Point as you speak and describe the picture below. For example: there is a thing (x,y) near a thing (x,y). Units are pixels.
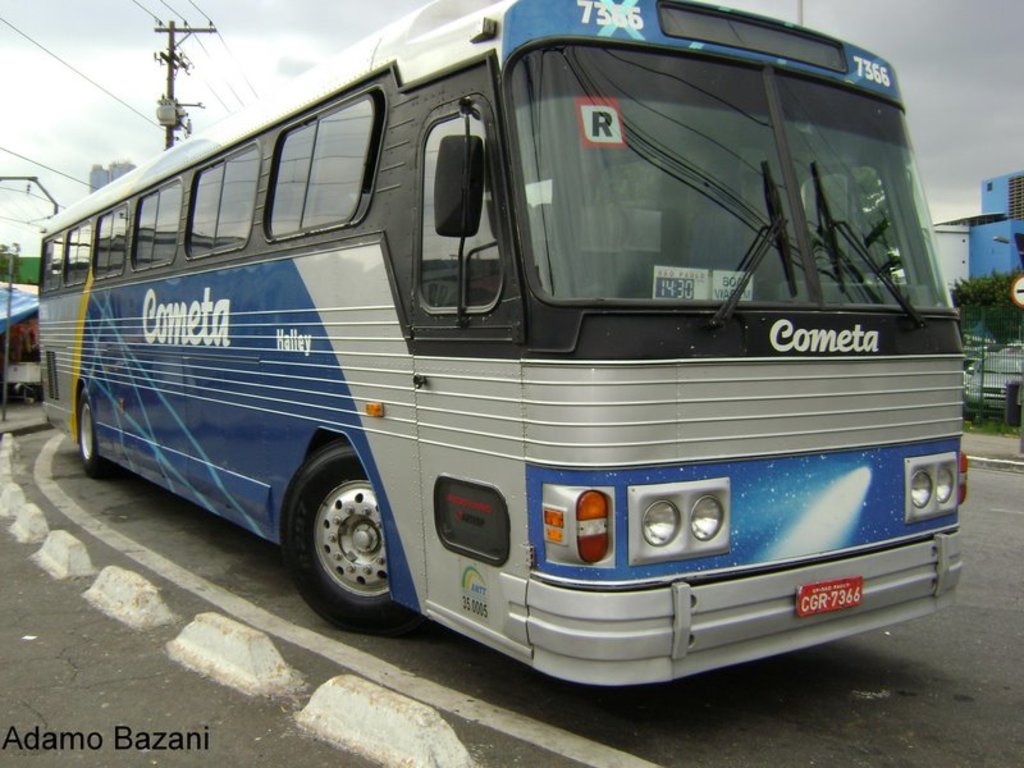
In this image I can see the vehicle (412,514) on the road (738,678). The vehicle (462,507) is in blue and silver color and I can see the name (771,342) written on it. To the side I can see the trees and the houses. In the back (156,113) I can see the current pole (164,119), clouds (214,91) and the sky (261,20).
